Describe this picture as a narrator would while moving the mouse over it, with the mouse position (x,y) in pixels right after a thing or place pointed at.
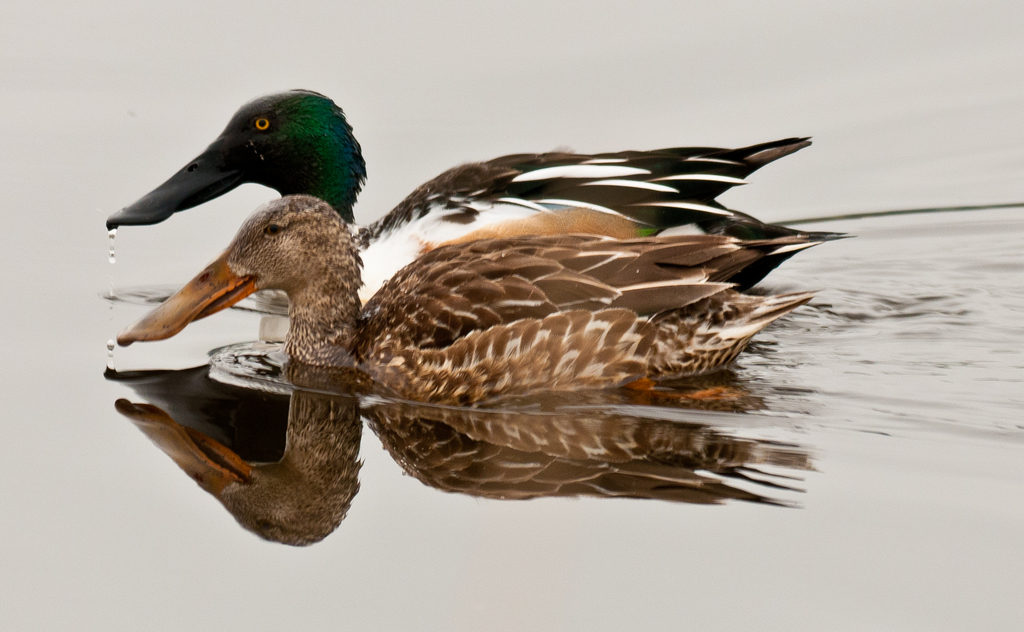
In this image there are two ducks (483,301) swimming on the water (513,453). Around them there is the water (522,57). At the bottom (307,500) there is reflection (425,472) of the ducks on the water (454,486). There are water droplets (114,293) in front of them in the air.
